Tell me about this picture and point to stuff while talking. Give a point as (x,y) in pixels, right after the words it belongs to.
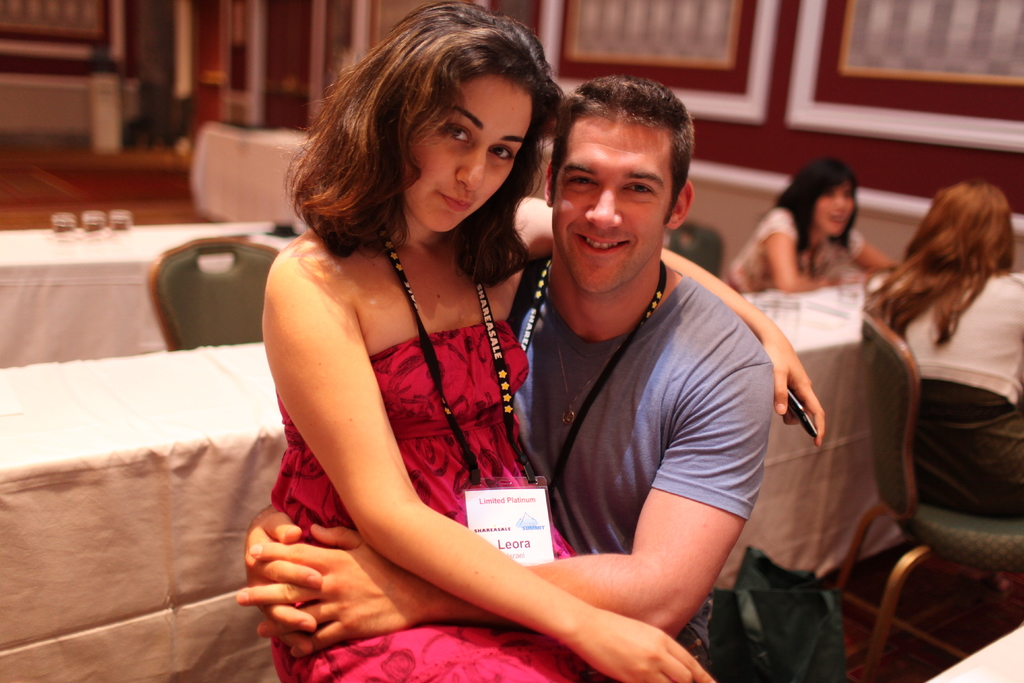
In the center of the image (424,394) we can see man (557,488) and woman (445,458) sitting. In the background (190,256) we can see chairs (164,301), tables (52,360), glasses (97,229), persons (860,250), door (231,4) and wall (717,80).
